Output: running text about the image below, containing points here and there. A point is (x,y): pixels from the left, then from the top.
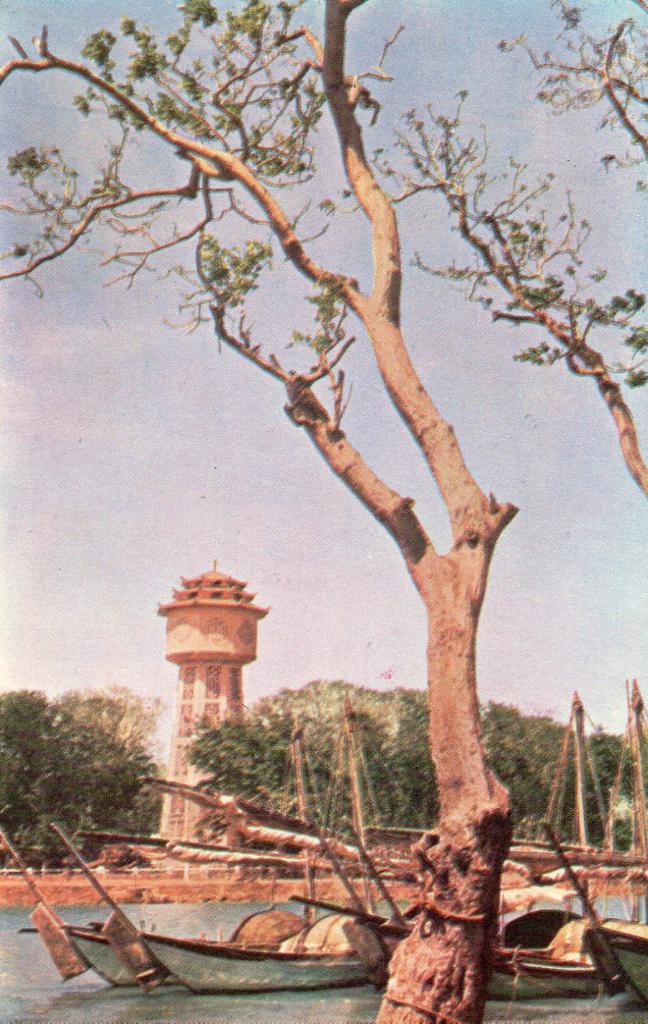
In this picture I can see the boats (292,924) on the water (316,992), in the middle (421,547) there are trees (427,818) and it looks like a pillar (221,638). At the top (323,253) I can see the sky (160,478).
